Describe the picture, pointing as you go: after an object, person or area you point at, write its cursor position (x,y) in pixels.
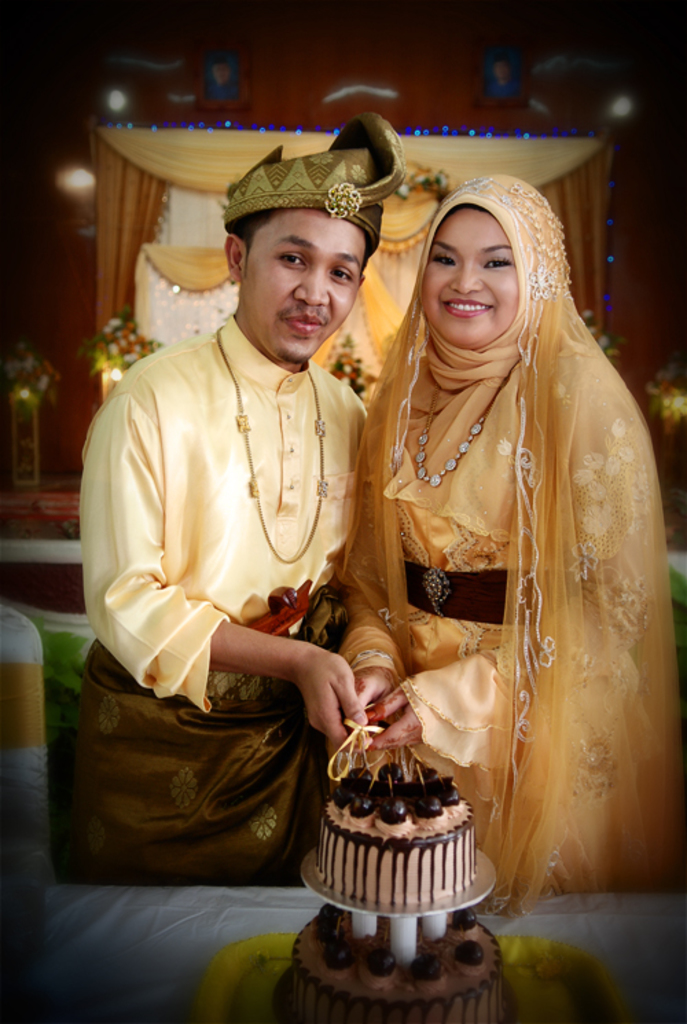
In this image we can see a man (241,425) and a woman (498,479) are standing. At the bottom of the image (434,890), we can see a cake (438,966) in a tray (541,982). The tray (537,949) is on the white color surface (222,937). In the background (93,248), we can see wall (93,255), curtains (376,265) and flowers (15,399). It seems like a chair (17,686) on the left side of the image (17,686).
